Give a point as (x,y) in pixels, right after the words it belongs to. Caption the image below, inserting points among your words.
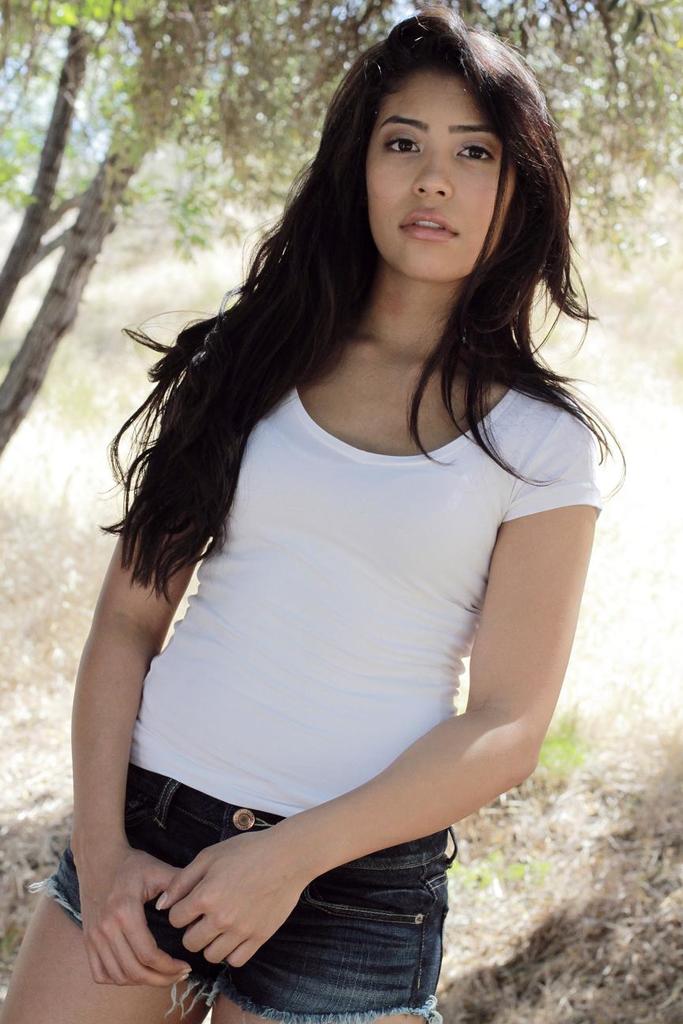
In this image we can see a woman (267,620) standing and wearing a white color t-shirt (349,518), also we can see the trees (100,181) and the sky (410,4).
